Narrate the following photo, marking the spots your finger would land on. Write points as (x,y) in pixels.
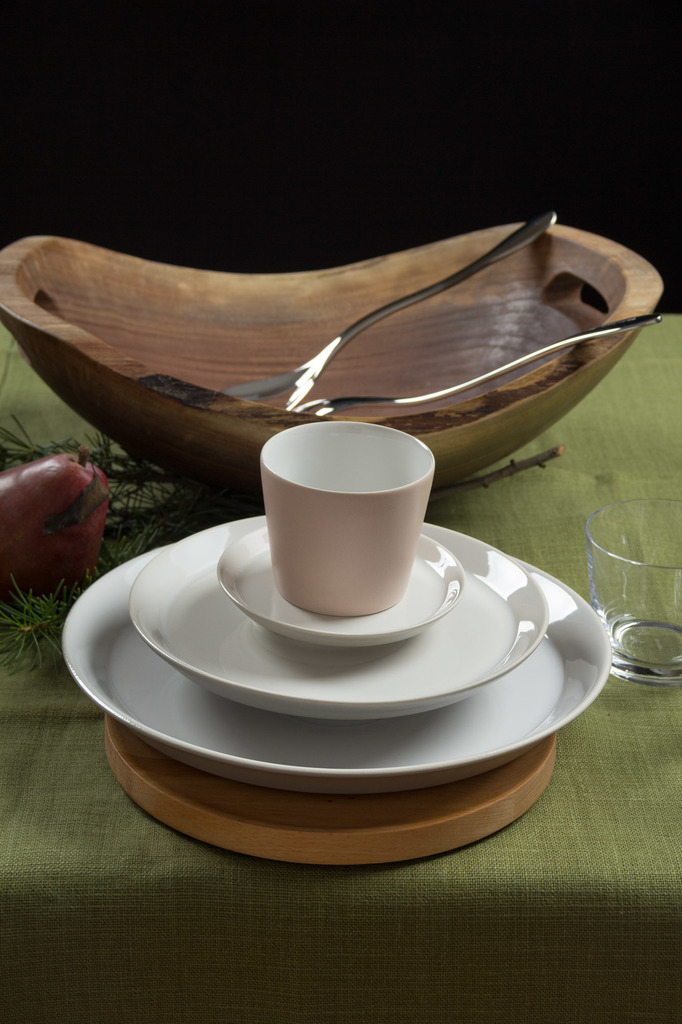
In the image on the green cloth (624,779) there is a wooden plate (169,795). On the plate (546,767) there are three plates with a cup (287,485). Behind the plates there is a wooden bowl (225,273) with spoons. On the right side of the image (629,523) there is a glass (629,523). And on the left side of the image (27,570) there are leaves (49,604) and also there is a fruit (78,461).
